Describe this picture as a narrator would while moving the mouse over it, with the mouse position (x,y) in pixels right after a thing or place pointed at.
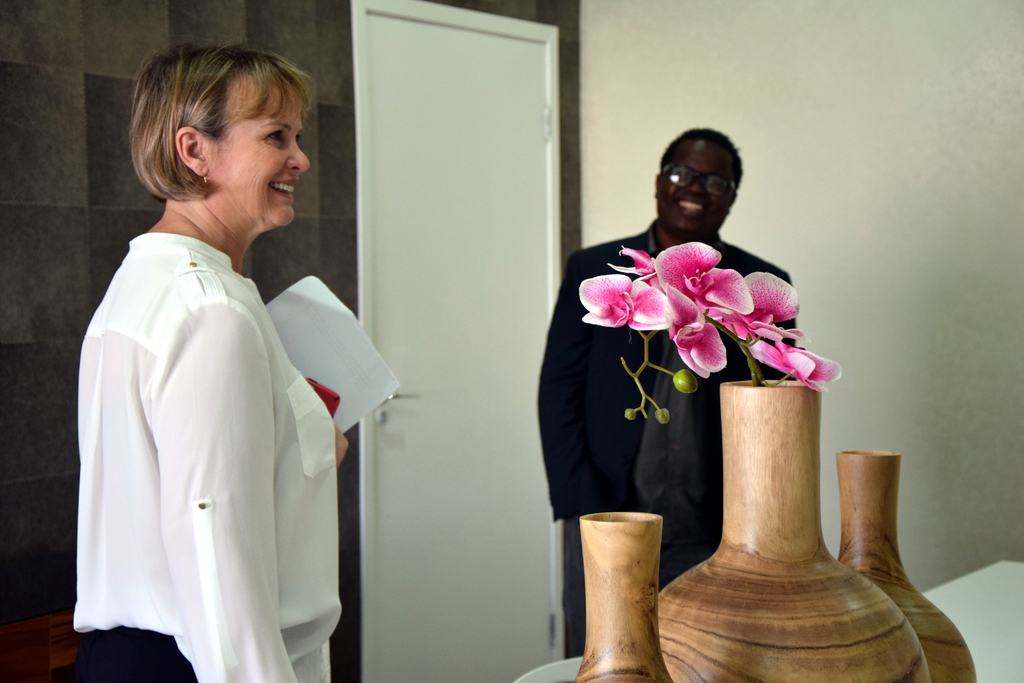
On the left side of the image (126,641) we can see woman (111,407) standing and holding paper (315,336) and mobile phone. On the right side of the image (778,549) we can see flower vase (736,494) and man (578,298). In the background (883,56) we can see wall (837,51) and door (484,187).
